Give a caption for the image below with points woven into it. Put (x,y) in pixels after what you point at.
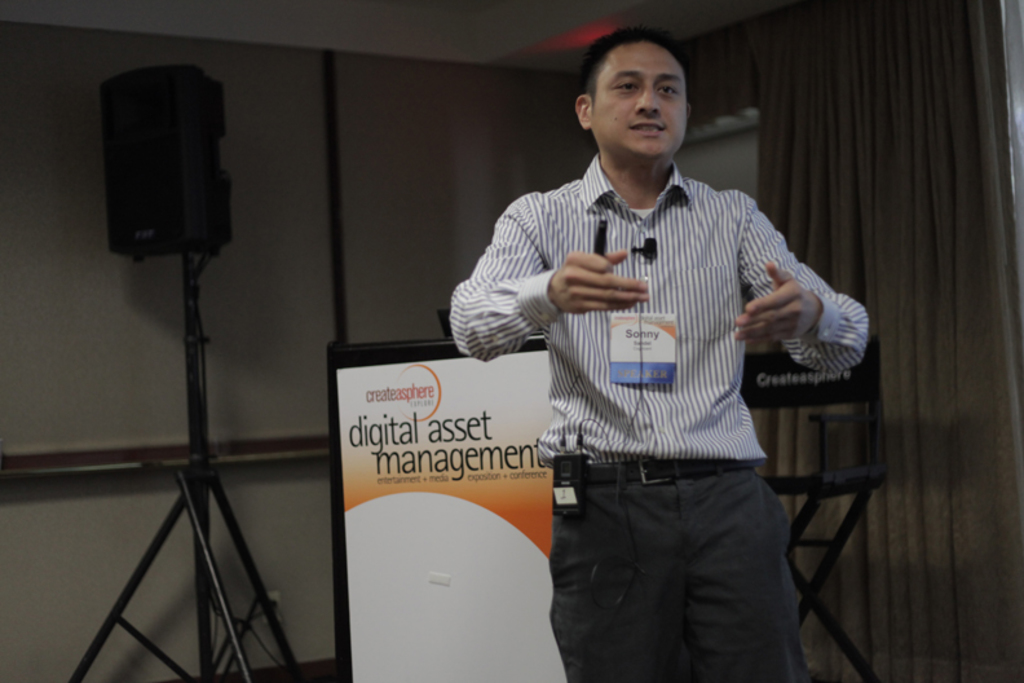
In the center of the image (669,281) there is a person (656,48) standing and talking. In the background of the image (554,142) there is wall (266,135). There is a curtain (873,199). There is a board (340,662). There is a speaker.
